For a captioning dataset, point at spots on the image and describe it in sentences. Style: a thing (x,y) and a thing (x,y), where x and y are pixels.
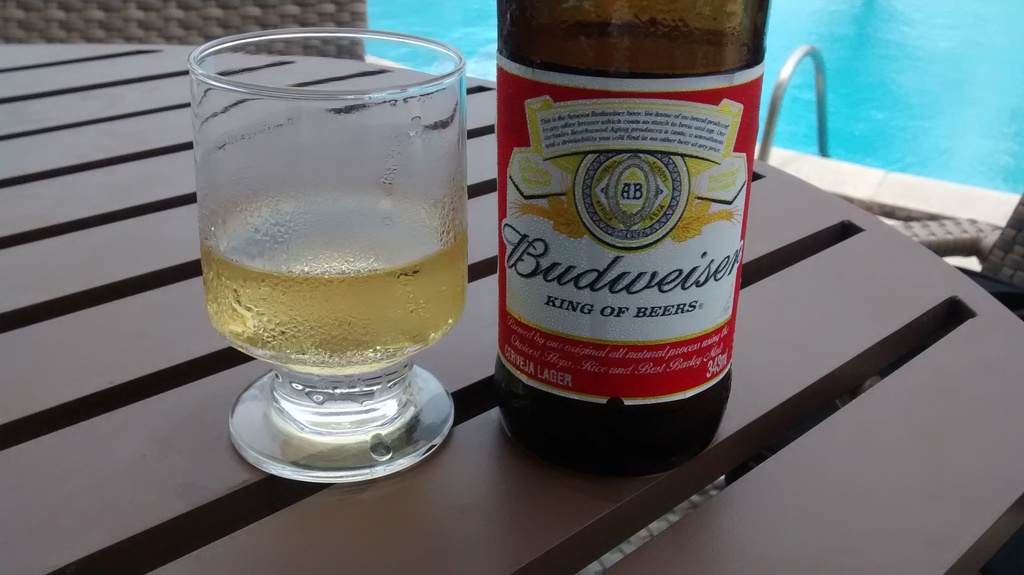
There is a glass (325,265) and a bottle (553,283) on the table (589,533). And this is swimming pool (892,97).
